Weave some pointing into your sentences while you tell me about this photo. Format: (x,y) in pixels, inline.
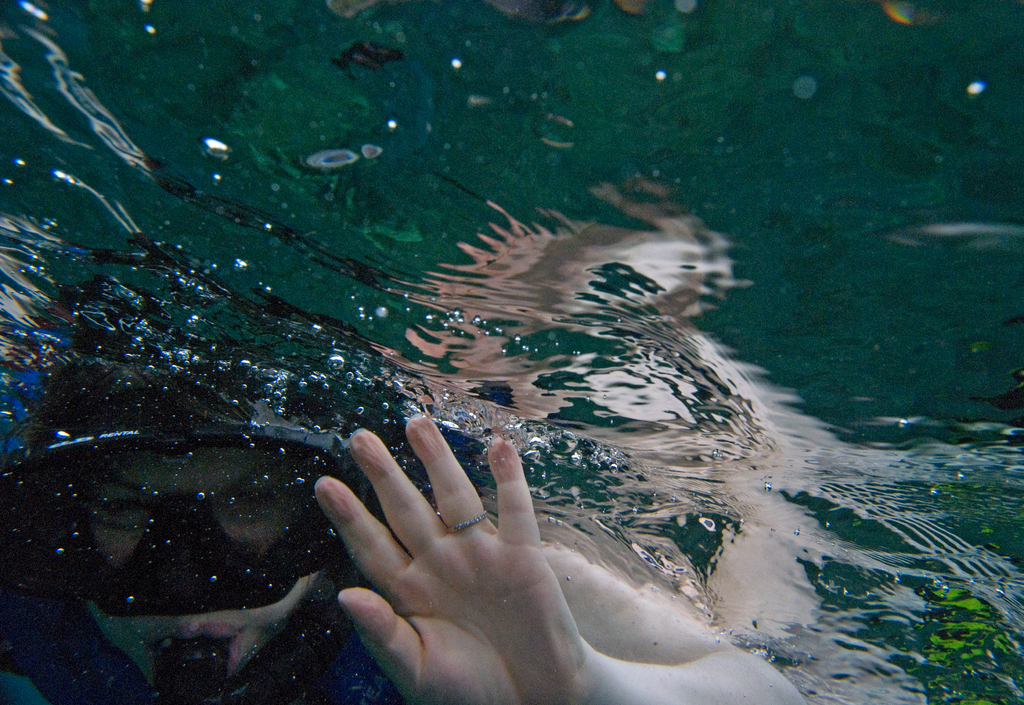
In this image we can see a person (131,603) in the water (466,372). Here we can see the hand (471,632) of a person (482,644).
